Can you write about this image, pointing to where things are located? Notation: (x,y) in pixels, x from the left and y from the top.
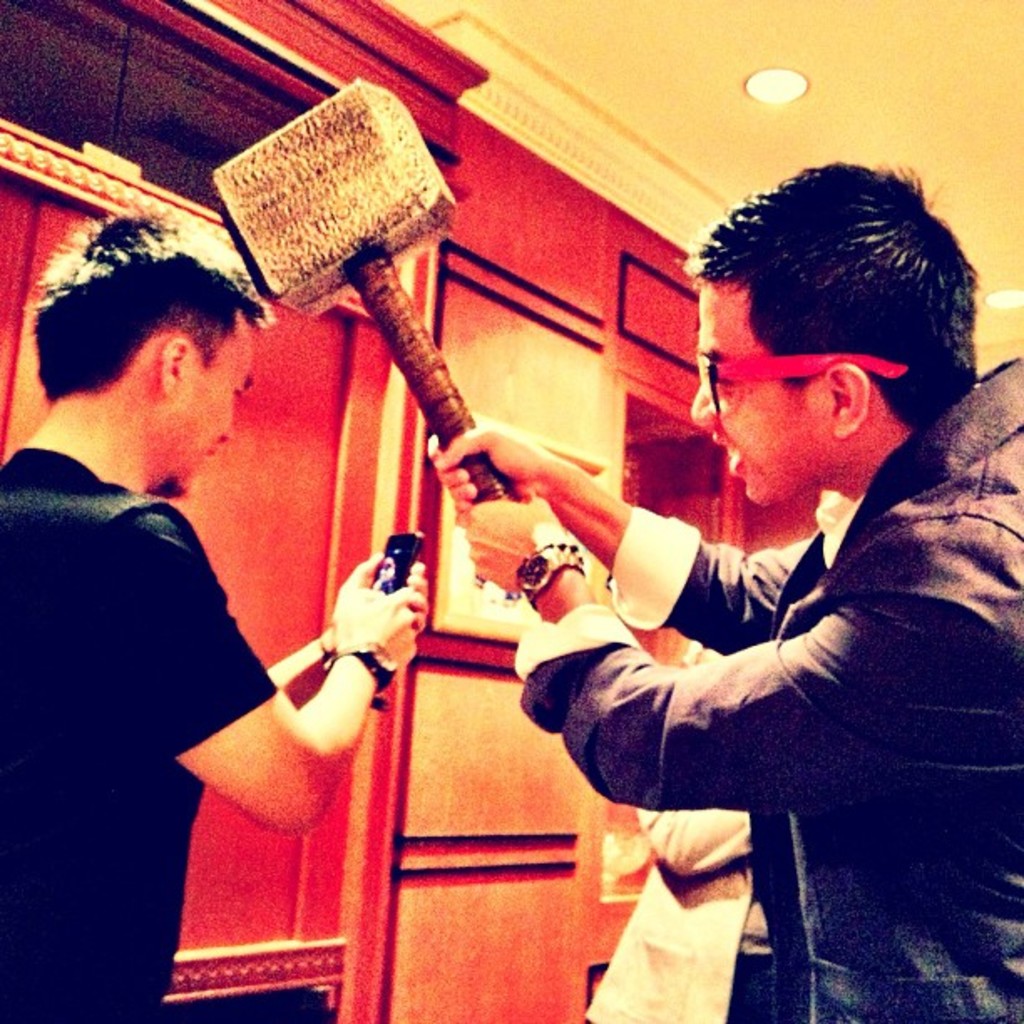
In this picture we can see a man (652,588) wearing spectacles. He is standing and holding an object (431,186). On the left side of the picture (95,547) we can see a man (33,761) holding a mobile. We can see the ceiling (915,86), wooden objects (640,352) and lights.
